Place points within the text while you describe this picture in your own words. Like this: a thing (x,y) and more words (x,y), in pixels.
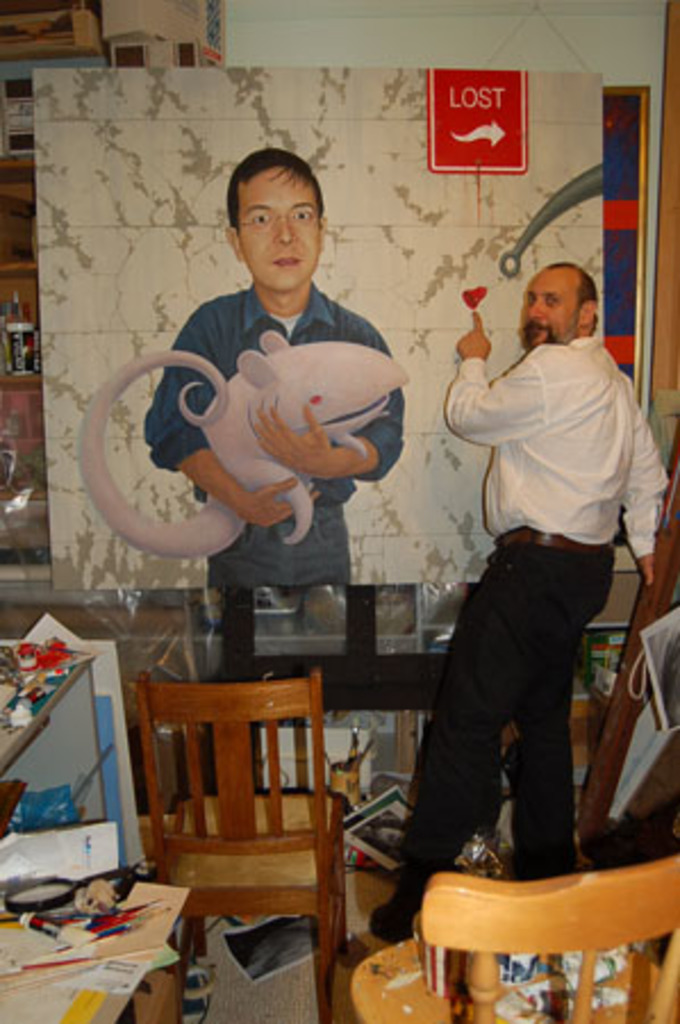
In this picture there is a man (494,528) who is standing near to the painting (246,365). In the painting (412,69) we can see a man (275,254) who is holding an animal (361,376). On the bottom (437,1021) we can see chairs (437,1021) and table (93,990). On the table (138,966) we can see papers (75,973), scissor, knife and other objects (80,899). On the left (28,256) background (6,292) we can see some bottles (0,312) on the wooden rack (10,216).
